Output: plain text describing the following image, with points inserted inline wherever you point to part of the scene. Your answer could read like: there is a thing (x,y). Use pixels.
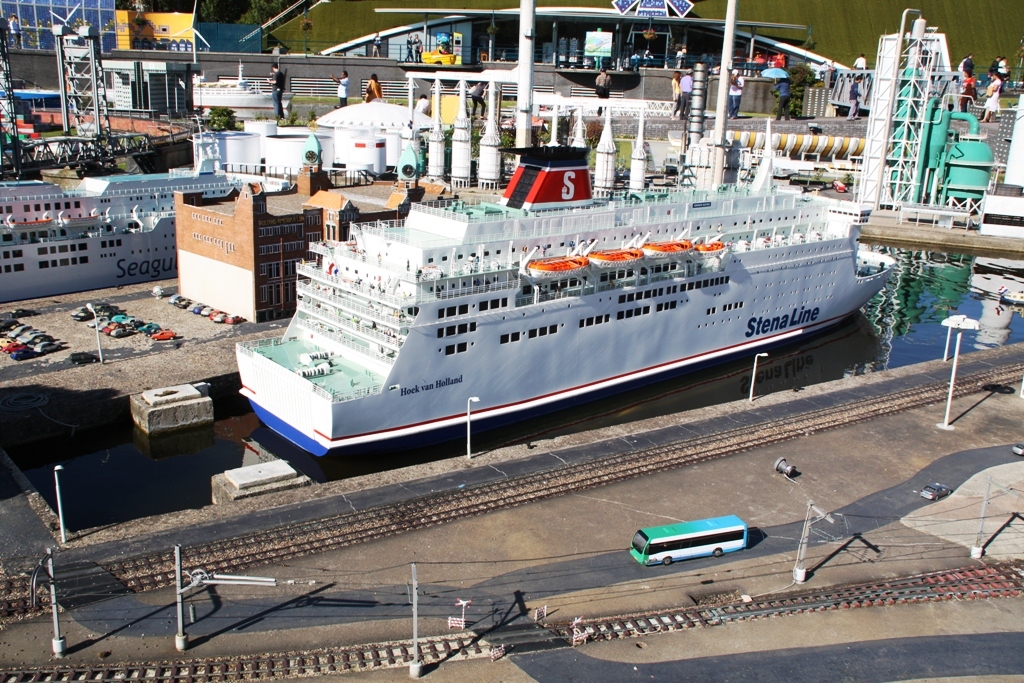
Here in this picture, in the front (322,513) we can see railway tracks (82,674) present on the road (86,620) and we can also see a bus (678,542) present and we can see light posts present and we can see water (556,427) present over a place and in that we can see a ship (432,403) present and we can also see other buildings (257,233) present and in the far we can see number of people (276,79) standing and walking on the road (294,109) and we can see towers (94,75) present and we can also see some cars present near the building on the left side (26,353).
